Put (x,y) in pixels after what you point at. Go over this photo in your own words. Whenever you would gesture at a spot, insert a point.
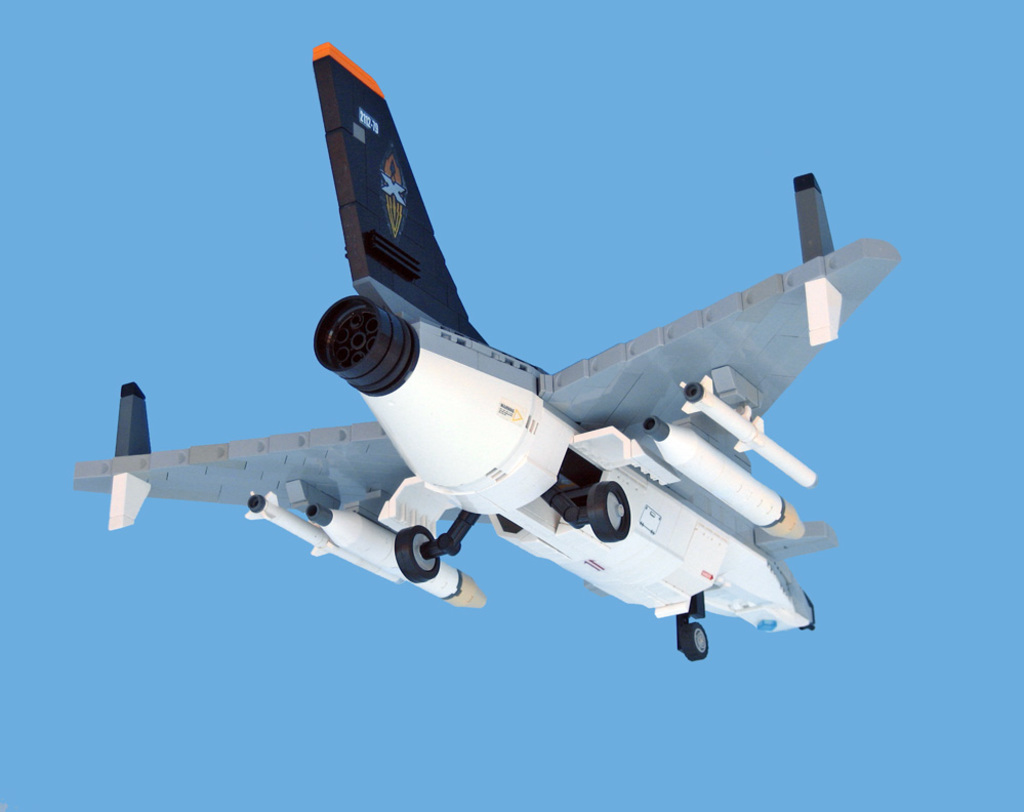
In this image, I can see an aircraft (574,511) and a blue color background (415,696).
